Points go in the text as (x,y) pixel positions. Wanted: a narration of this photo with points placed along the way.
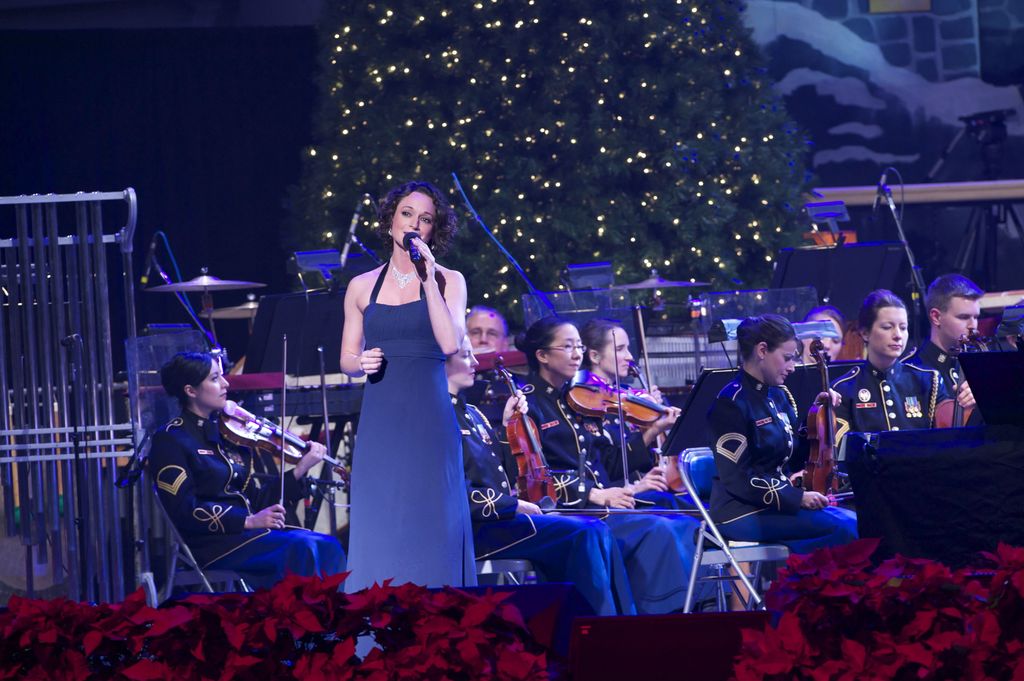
In this image there is a girl (392,229) in the middle (402,230) who is singing with the mic (406,249). In the background (457,379) there are few people (633,430) sitting on the chair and playing the violin (595,403). At the bottom (97,625) there are red flowers (391,622). On the left side (68,306) there is an iron cage (78,292). In the background (511,59) there is a tree (571,64) with the lights (639,96).
